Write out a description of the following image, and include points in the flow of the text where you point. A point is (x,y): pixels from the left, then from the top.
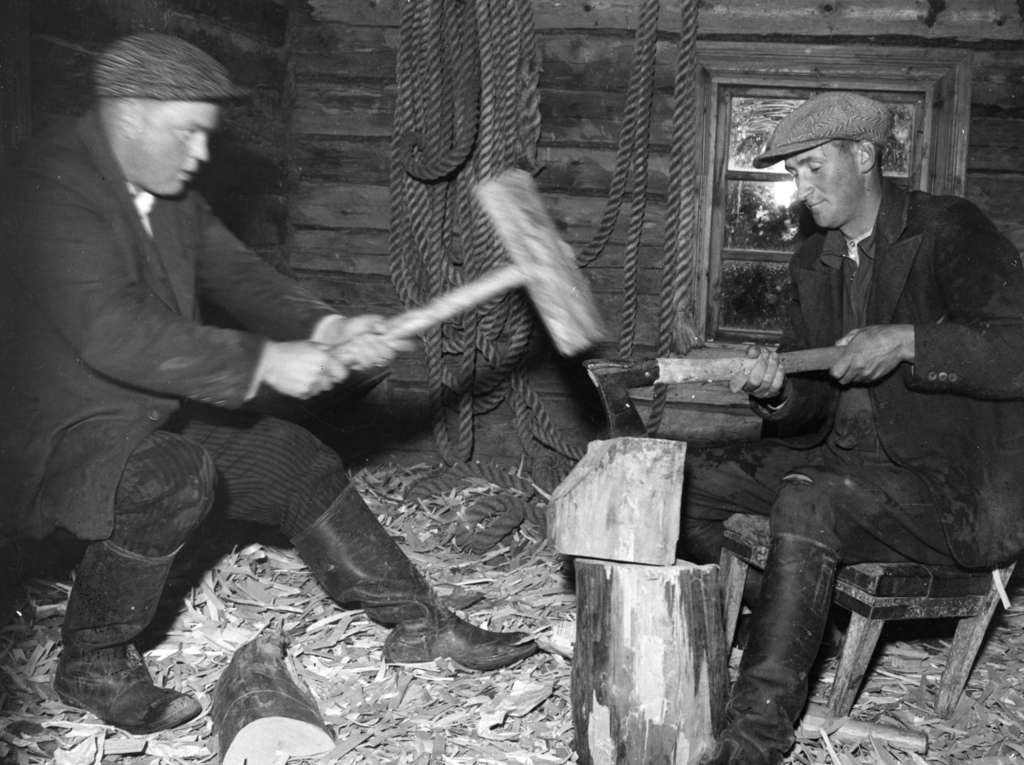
I see this is a black and white image and I see that these 2 men (58,161) are sitting and I see that both of them are wearing caps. I can also see that this man (9,274) is holding a hammer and this man (1006,396) is holding an axe (701,360) and I see the wood (680,578) over here and I see the rope (436,45) and the window (747,205) over here and on the floor (402,756) I see pieces of wood (436,546).
